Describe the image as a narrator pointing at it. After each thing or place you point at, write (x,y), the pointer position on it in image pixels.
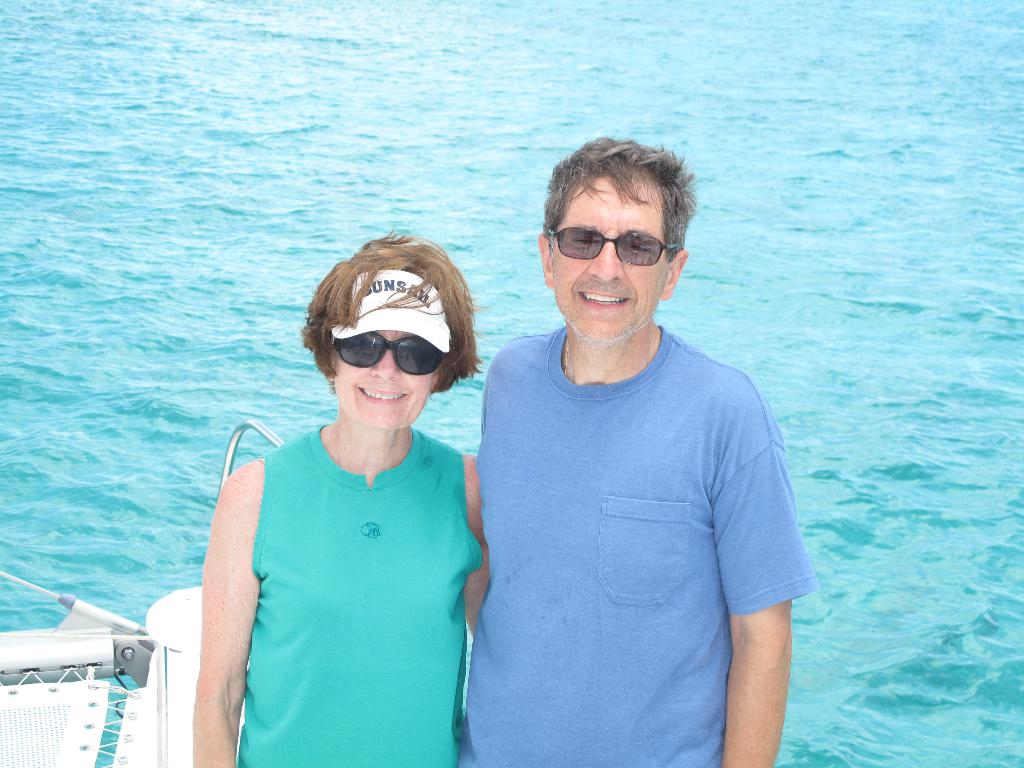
In this image we can see few people (578,533). A lady (435,330) is wearing a cap (416,319) in the image. There is an object (183,699) at the left bottom most of the image (146,721). We can see the sea (864,272) in the image.
